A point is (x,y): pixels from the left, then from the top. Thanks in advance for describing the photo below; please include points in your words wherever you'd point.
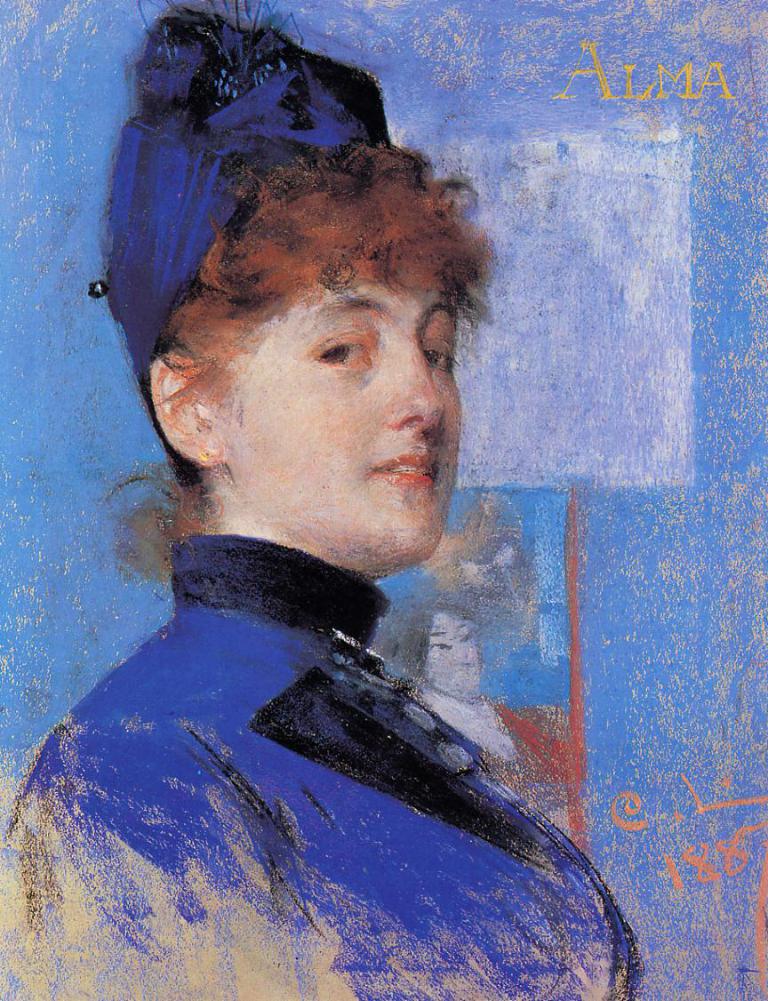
In this image I can see a painting (363,532) of a woman (370,562). Here I can see something written on the image.
